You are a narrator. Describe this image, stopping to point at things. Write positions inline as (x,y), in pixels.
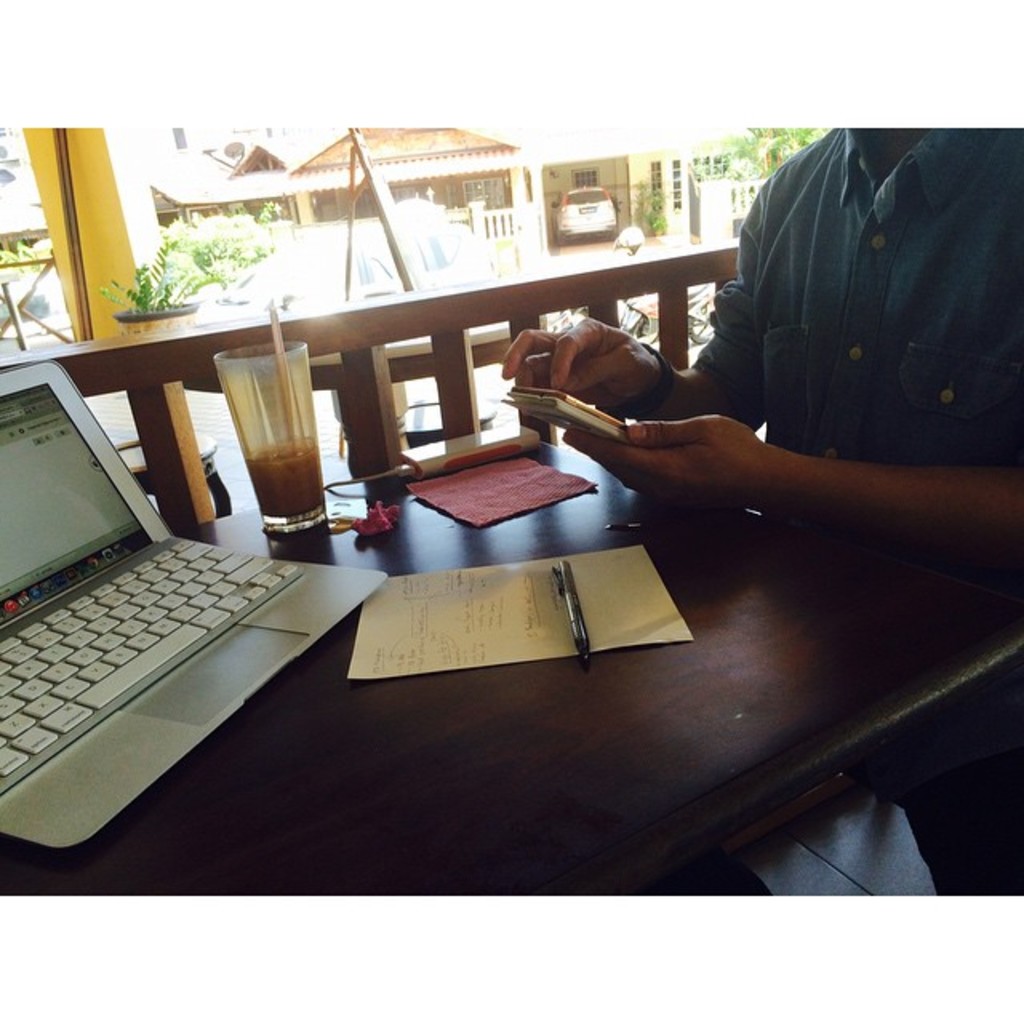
This is table (613,743). On the table (613,743) there is a laptop (134,538), glass (294,509), paper (522,587), and a pen (578,629). Here we can see a person (880,331). On the background (300,230) there is a house (620,184) and this is car (591,219).
